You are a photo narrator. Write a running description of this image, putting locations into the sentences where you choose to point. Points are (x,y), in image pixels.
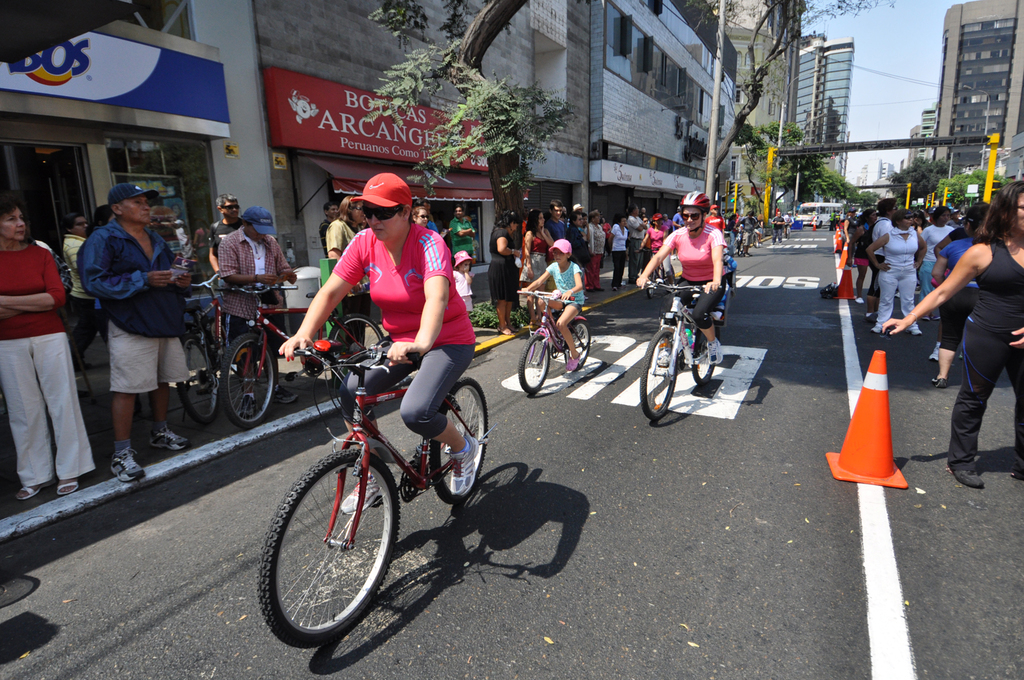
Here we can see group of people (378,298) riding bicycle (287,521) and there are also group of people (246,232) who are watching them riding and there are buildings (386,38) all over there and trees (535,91) all over there
